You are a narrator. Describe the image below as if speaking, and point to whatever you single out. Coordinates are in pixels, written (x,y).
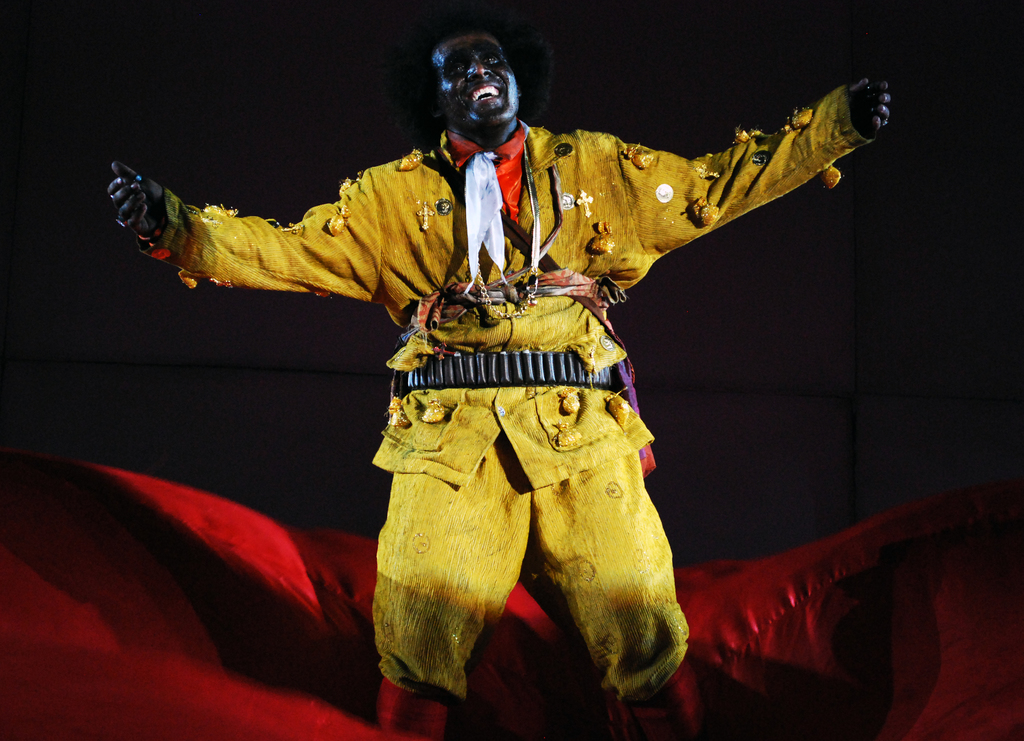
In the image there is a man (586,421) with yellow dress (602,230) dancing and the background (376,353) is black, on the floor (497,626) there is red color cloth (515,630).
